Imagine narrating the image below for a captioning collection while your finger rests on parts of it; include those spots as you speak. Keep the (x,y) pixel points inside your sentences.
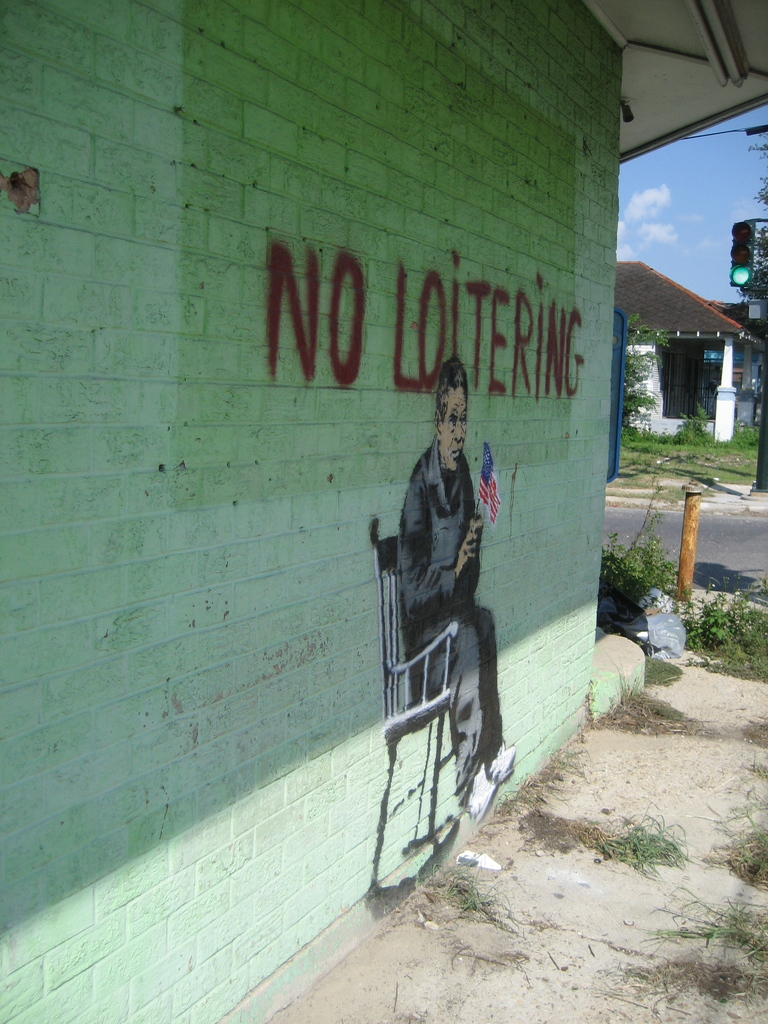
In this picture I can see there is a green color wall (260,338) and there is something written on it. There is a person's picture (469,530), he is holding a flag (494,484) and sitting in the chair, there is grass (492,909) on the floor (573,911), there is a small pole (690,577) and there are trees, plants (672,595), a traffic light signal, building (680,325) and the sky (706,181) is clear.
